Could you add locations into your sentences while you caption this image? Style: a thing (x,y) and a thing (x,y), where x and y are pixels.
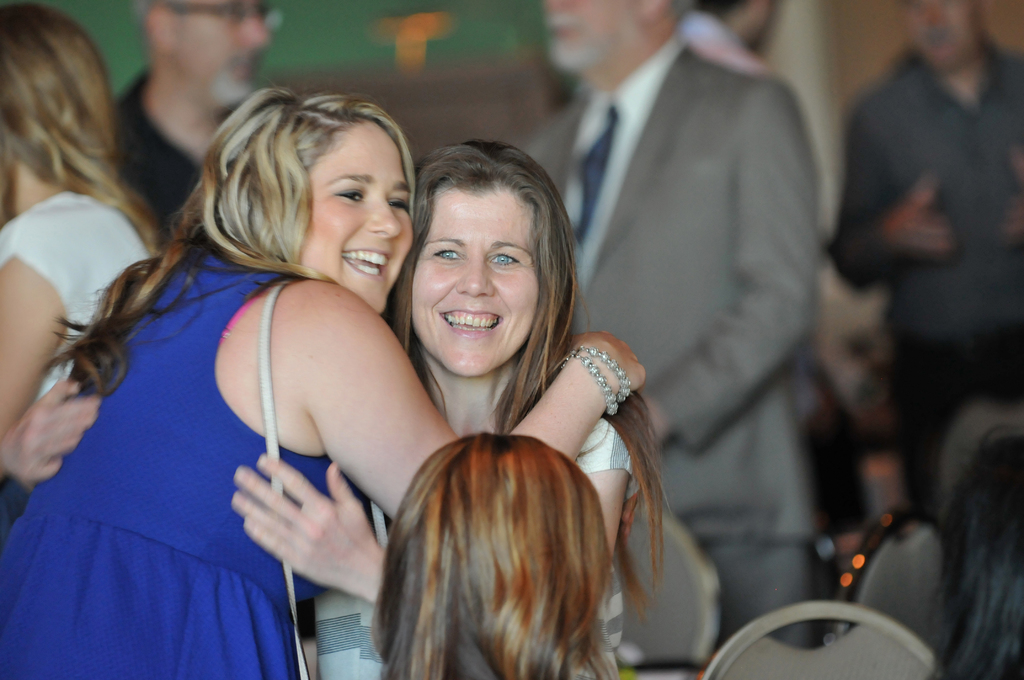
In this picture I can see 2 women (323,322) in front (355,305) and I see that both of them are smiling and hugging each other and in the background (641,18) I can see few men (612,123) standing and I can also see few more women (51,129) and I see that it is blurred in the background (91,179). On the bottom right of this picture (876,612) I can see few chairs (827,606).
